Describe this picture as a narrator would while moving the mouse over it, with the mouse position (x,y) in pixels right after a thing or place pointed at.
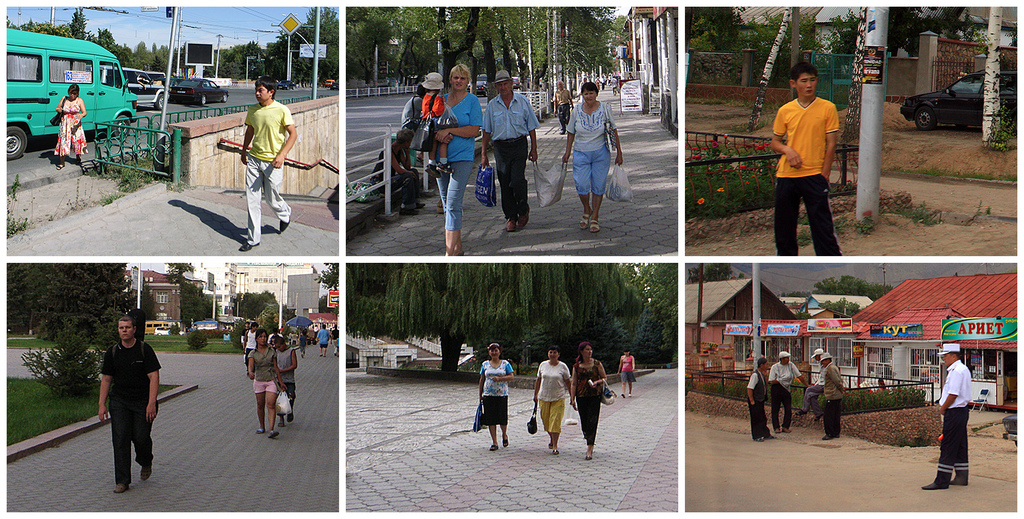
I see the collage of 6 pictures in this image and I see people (501,172) in which these 2 of them are carrying bags (617,195) and I can also see these 3 and this woman (275,366) are carrying bags (476,412) and I see the path (579,241) and I can also see the buildings (718,317) and I see the vehicles (8,84) and I see the road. I can also see the grass (67,418), plants (859,408) and the trees (221,52) and I see few poles (867,17) and I see the sky (269,9).
